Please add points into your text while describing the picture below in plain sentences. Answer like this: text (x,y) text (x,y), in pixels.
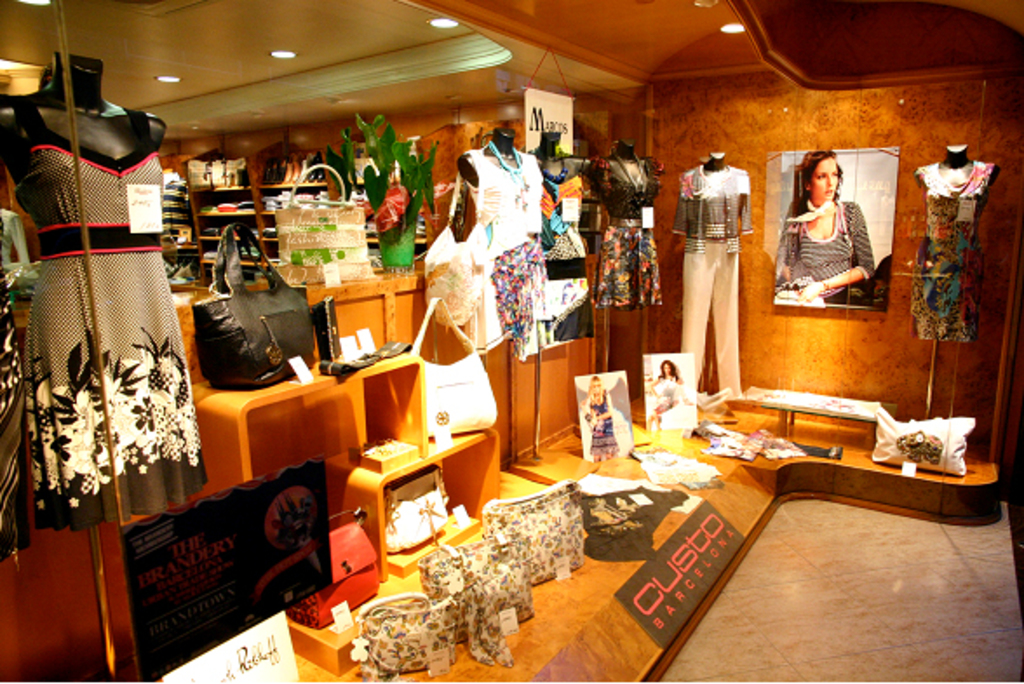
At the top (508,11) we can see the ceiling (562,11) and the lights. In this picture we can see the poster (856,285) of a woman (800,167) on the wall (907,159). We can see the mannequins (957,160), dresses (67,280), house plants (404,204), handbags (364,246) placed on the racks (409,388), few boards (240,592), notice boards (226,554) and clothes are arranged in the racks (255,215). At the bottom portion of the picture (858,626) we can see the floor (822,629).
